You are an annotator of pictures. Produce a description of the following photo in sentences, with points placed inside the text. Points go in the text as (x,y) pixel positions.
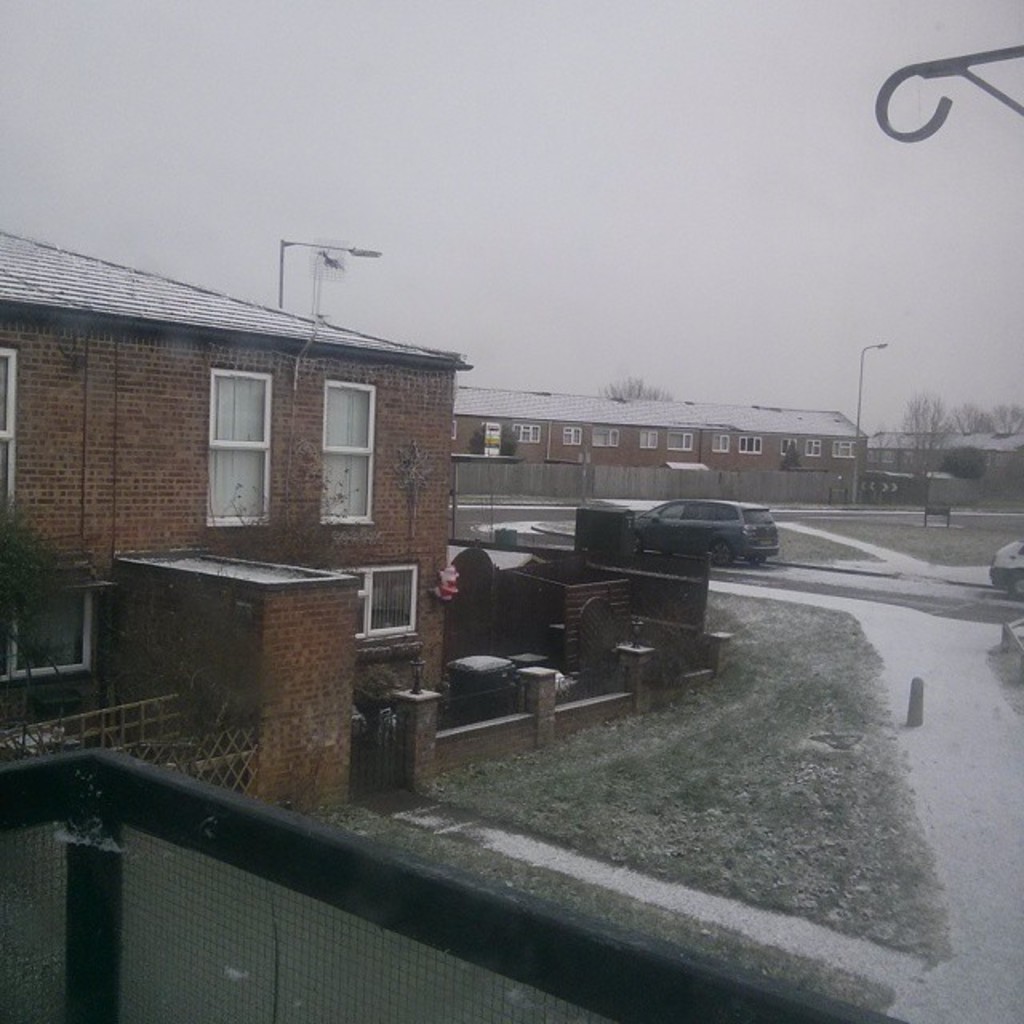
On the left side (88,443), there is building (383,391), which is having glass windows (365,440) and roof (146,291), near some objects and wall (631,655), which is near grass (811,822) on the ground (837,822) and the road (978,607), on which, there are vehicles (645,519). In the background (950,446), there are buildings (707,417) and there is sky (354,103).
